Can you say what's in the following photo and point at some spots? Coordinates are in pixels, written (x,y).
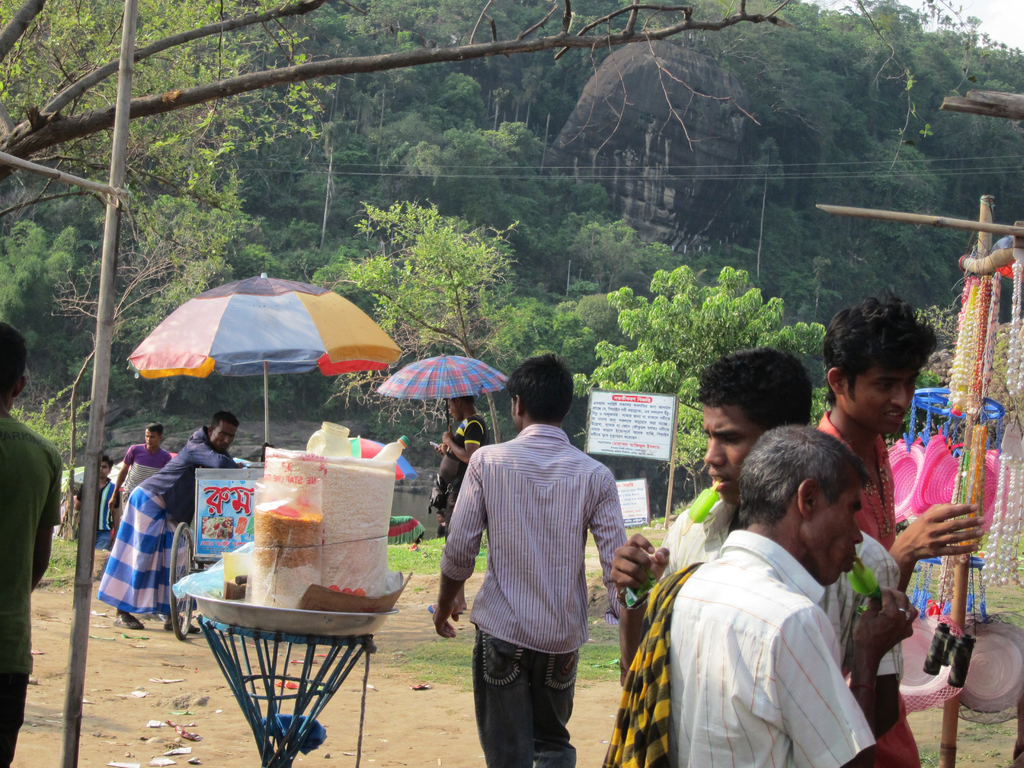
In this image I can see number of persons (612,504) are standing on the ground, few wooden poles (989,97), few objects (991,462) hanged to the poles (979,420), few umbrellas (441,379) which are colorful, few persons (214,452) standing below the umbrella (446,360) and a white colored board (654,432). In the background (640,467) I can see few trees (531,150), a mountain (656,134) and the sky (1019,42).
